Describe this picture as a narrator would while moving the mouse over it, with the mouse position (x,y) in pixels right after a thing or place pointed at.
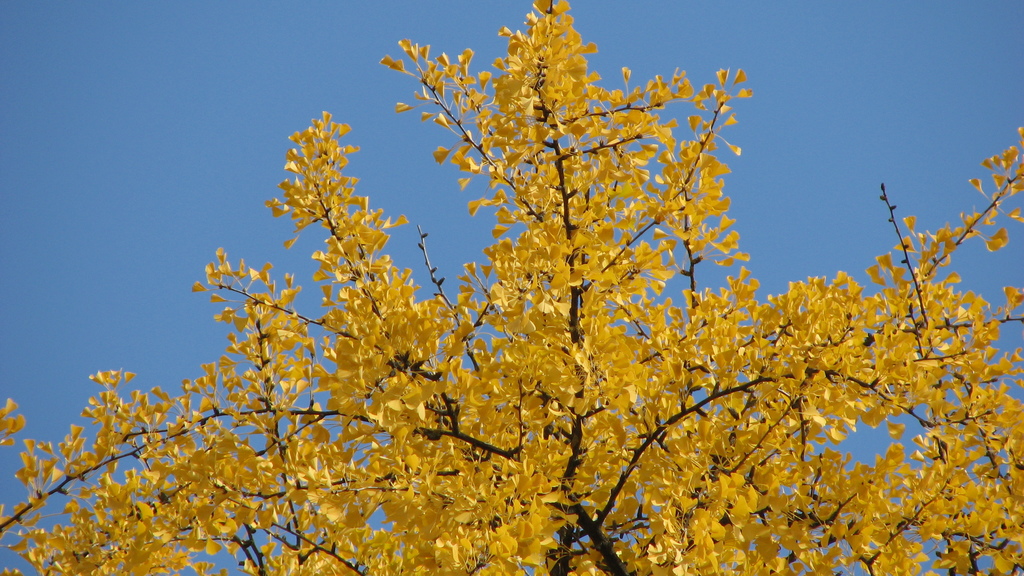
In this image there is a tree (543,241) with yellow color leaves (497,261), and at the background (259,205) there is a sky (80,202).
